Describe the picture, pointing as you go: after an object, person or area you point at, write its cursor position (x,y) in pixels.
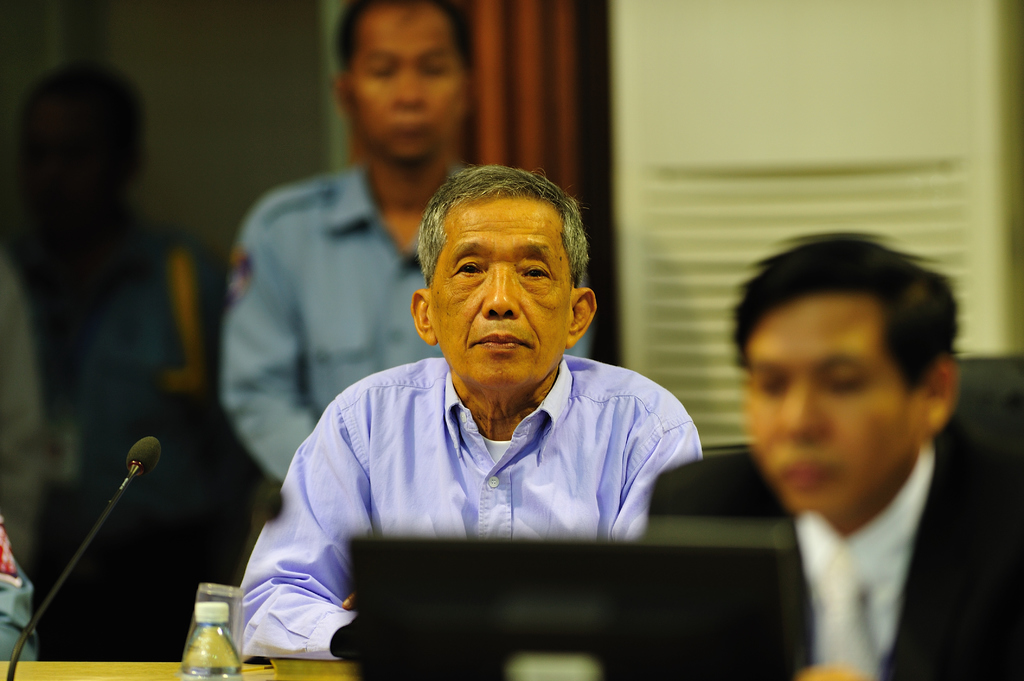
In the image in the center (450,347), we can see two persons (607,524) are sitting. In front of them, there is a table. On the table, we can see one microphone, glass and laptop (523,543). In the background (968,212) there is a wall (239,121), curtain (548,89) and two persons (66,204) are standing.
